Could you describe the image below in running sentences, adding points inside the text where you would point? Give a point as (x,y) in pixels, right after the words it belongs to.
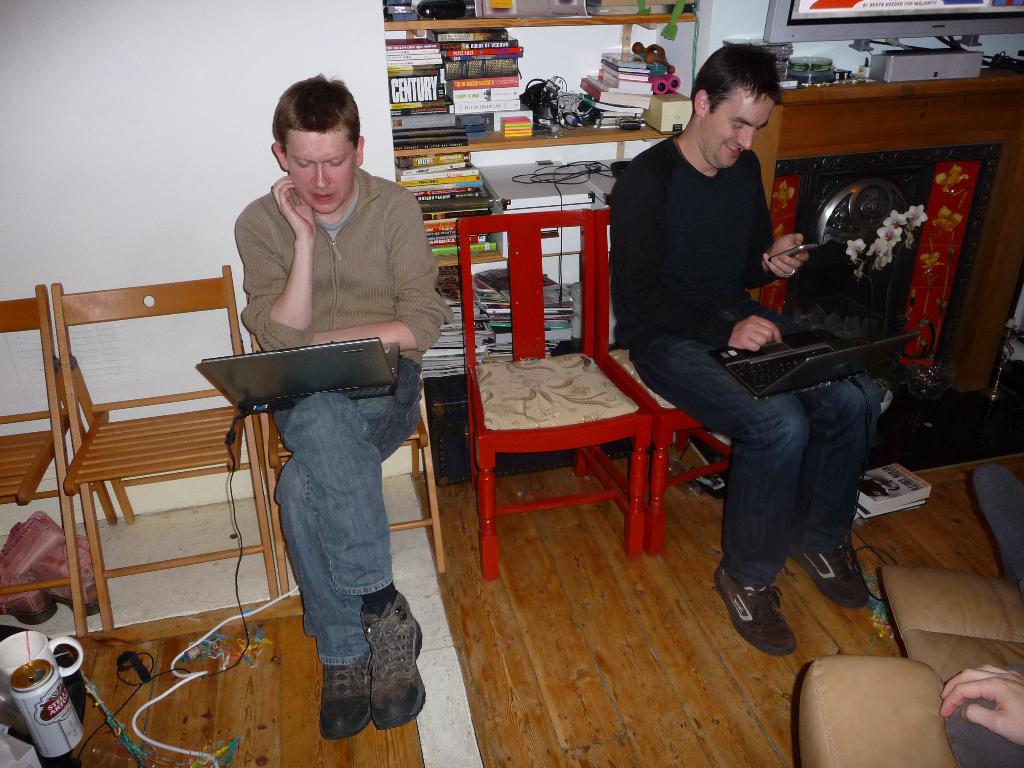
In the image there are two boys (688,248) who are sitting on chair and using the laptop (313,378), at the back side (524,22) there is a shelf (538,23) in which there are books (509,79), wires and toys (663,61). On the floor (255,698) there is a cup (51,662), wire (180,753), books (900,498).
